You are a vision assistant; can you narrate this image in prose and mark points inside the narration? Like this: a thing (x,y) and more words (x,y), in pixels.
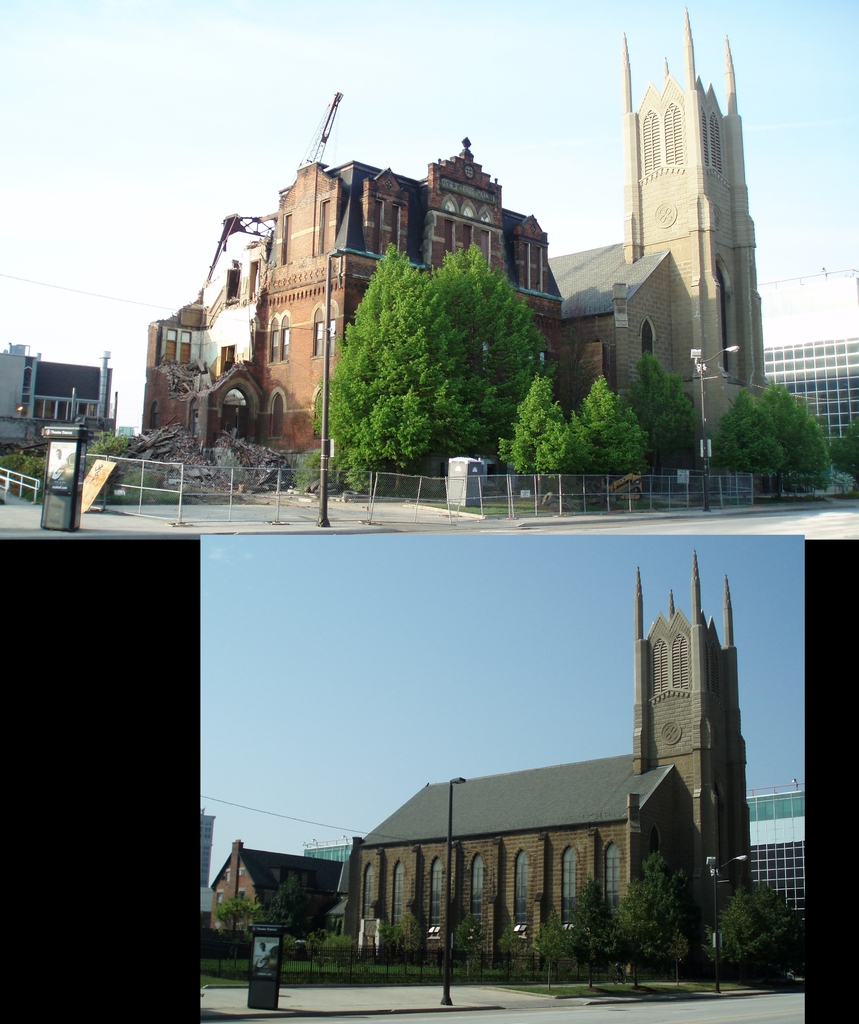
This is a collage of two image. In both of the image the same place is clicked. On the top (306,315) the building (286,306) is broken on the bottom (403,934) there is no such building, apart from that everything seems same. In the image there are trees (511,444), buildings (686,846), boundary (458,476), boards (254,927) are there. The sky (241,702) is clear.
